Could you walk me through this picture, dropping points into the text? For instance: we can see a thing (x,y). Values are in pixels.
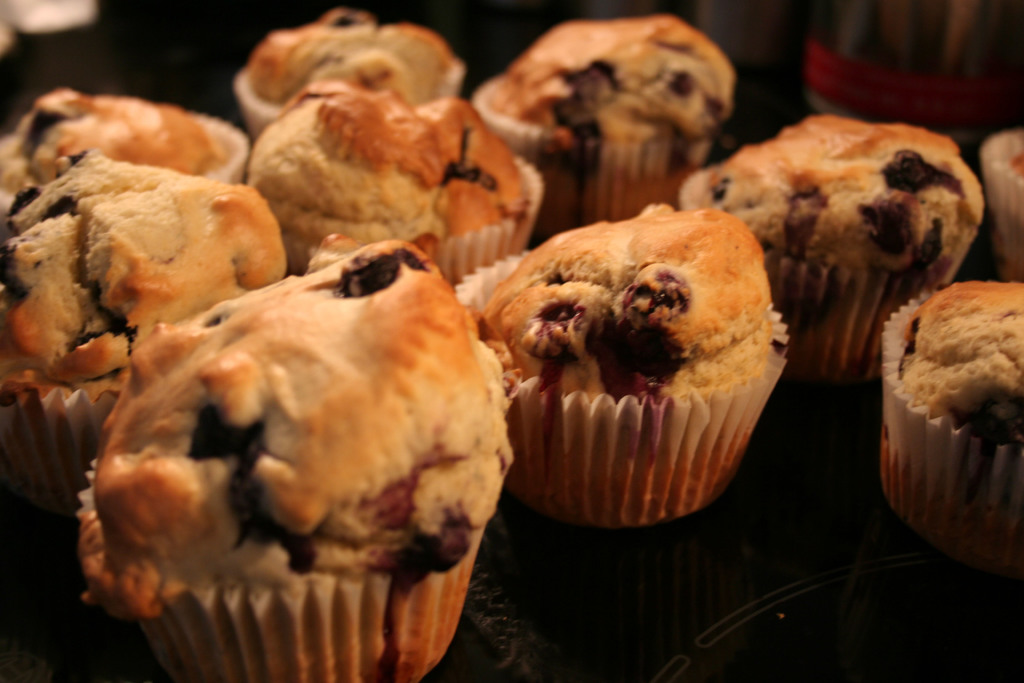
In the picture I can see the muffins (762,149).
